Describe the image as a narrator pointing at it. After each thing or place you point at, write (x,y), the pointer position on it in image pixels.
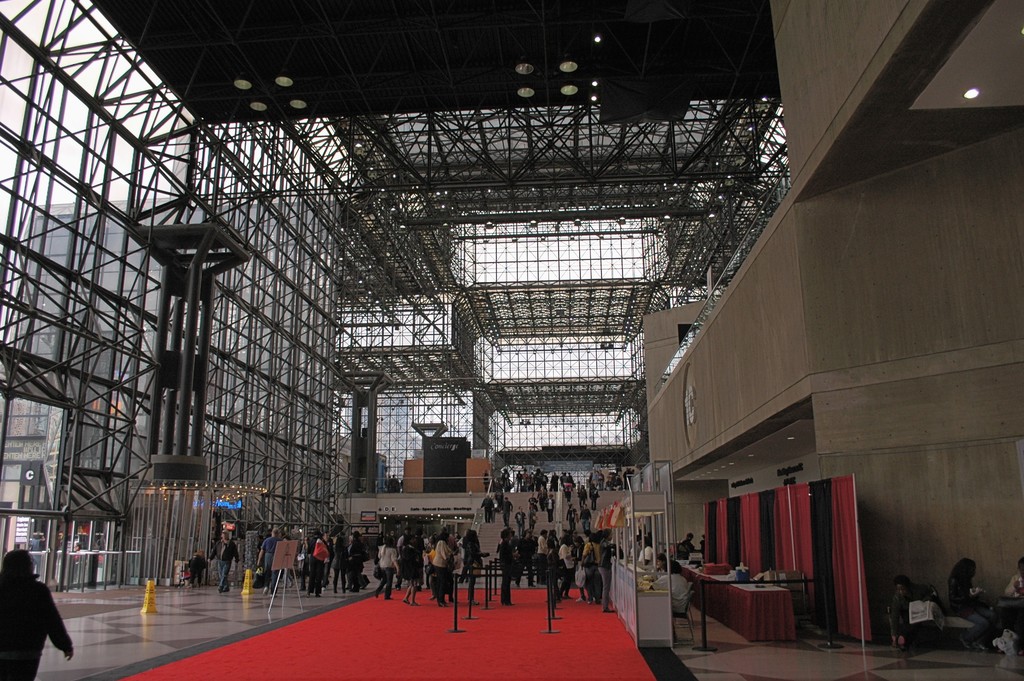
This image is taken inside the building (277,524). In this image there are people (505,510) and we can see stairs (533,505). There are tables (765,595) and we can see curtains (758,557). There is a countertop (647,592). At the bottom (364,656) we can see a carpet (493,656). At the top (309,195) there are lights (522,87) and we can see rods (281,302). We can see building (158,269) through the glass doors (133,295) and there is a wall (726,404). There are caution boards (153,582).
